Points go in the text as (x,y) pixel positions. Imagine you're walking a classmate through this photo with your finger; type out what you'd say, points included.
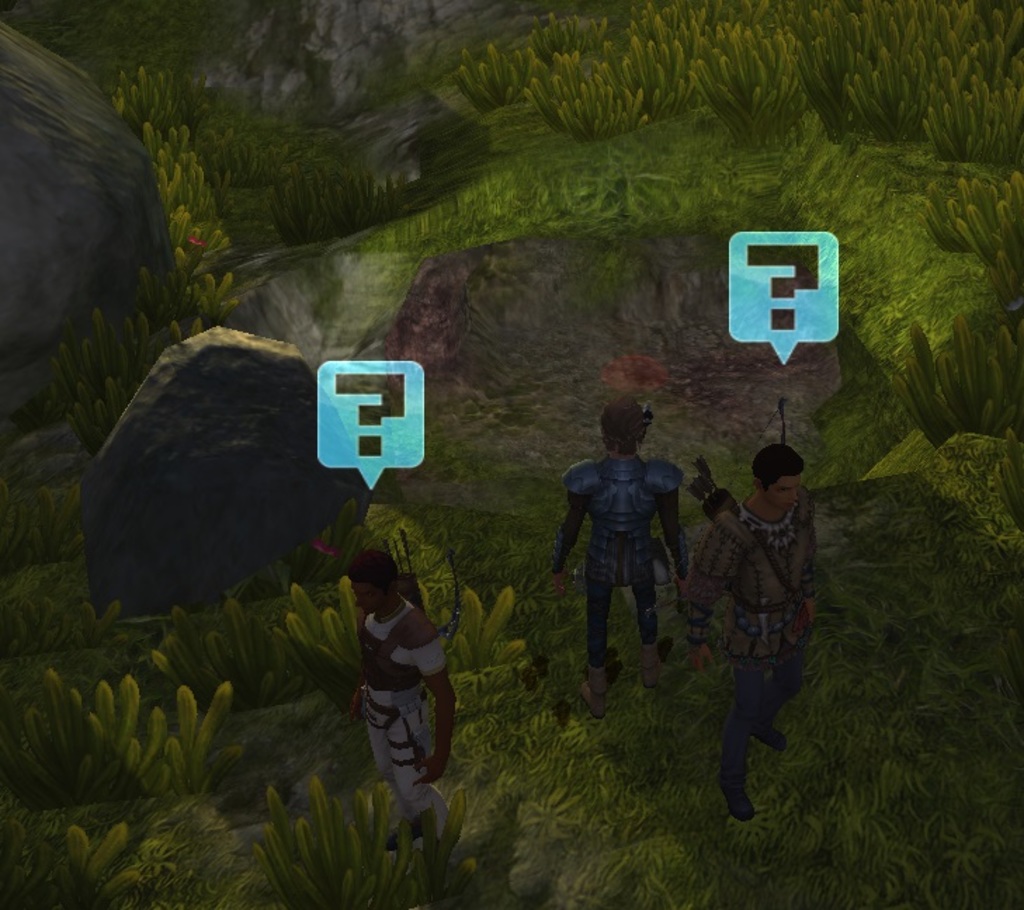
In this image I can see the animated picture and I can see three persons (401,667) standing, background (170,487) I can see few rocks (272,323) and the plants (661,79) are in green color.
